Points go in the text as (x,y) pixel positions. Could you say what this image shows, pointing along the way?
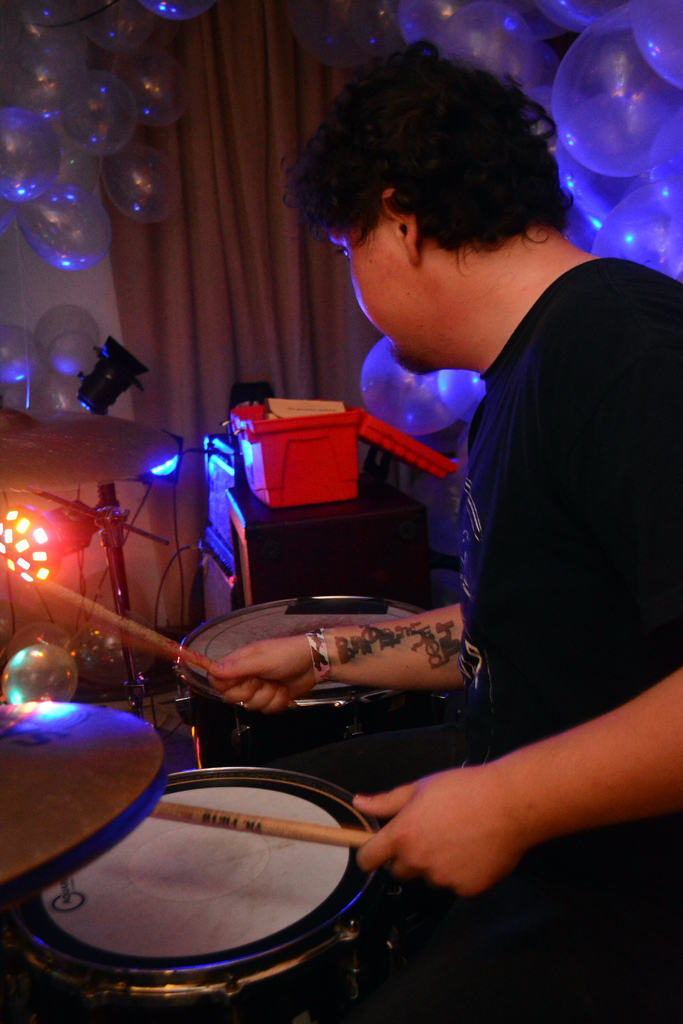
In this image we can see a person (497,198) playing musical instrument (322,822) and we can see some balloons (55,60) and some other objects (4,515) and there is a curtain (309,329) in the background (323,261).
